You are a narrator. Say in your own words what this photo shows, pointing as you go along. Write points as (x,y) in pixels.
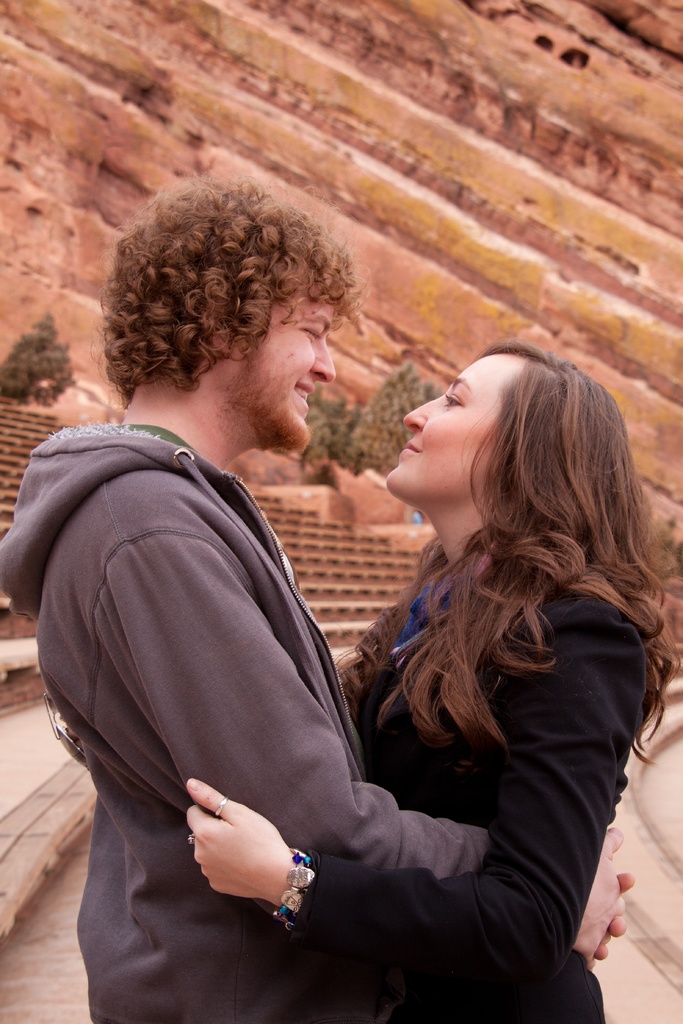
In this picture there are two persons (190,505) standing and smiling. At the back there are trees (9,389) and there is a staircase (24,661).
